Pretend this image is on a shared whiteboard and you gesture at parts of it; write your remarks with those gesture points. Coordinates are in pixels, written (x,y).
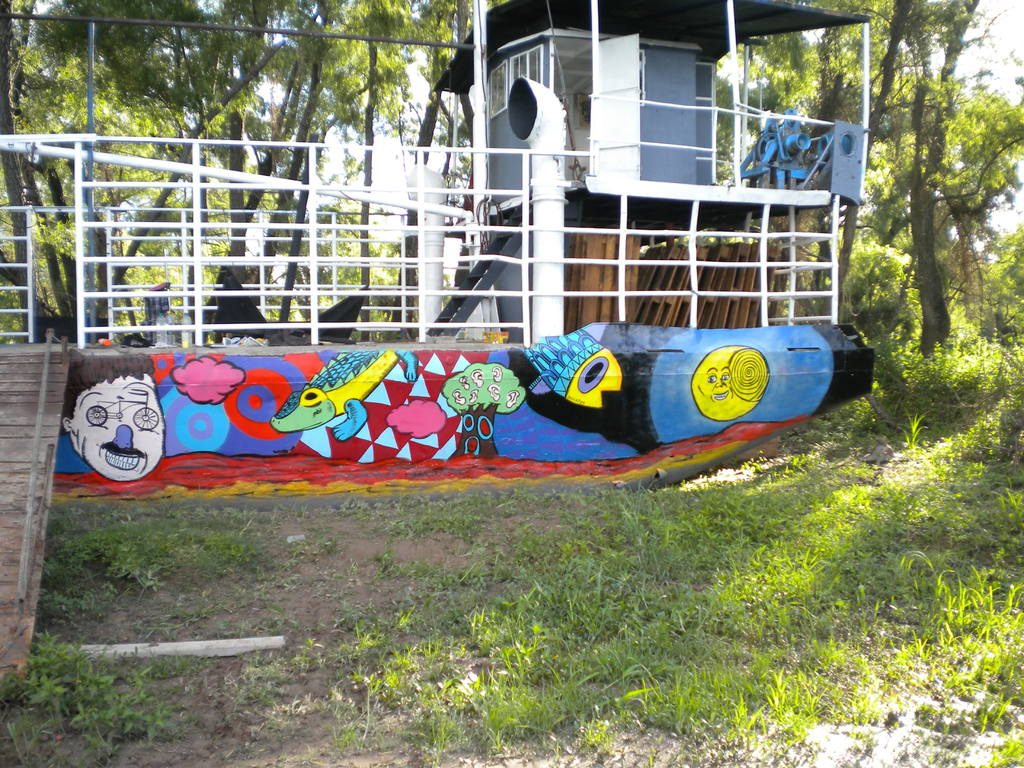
In this image we can see ship (403,426) on the ground (354,534). In the background (906,182) there are trees (67,114), plants (139,271) and sky (422,76).
